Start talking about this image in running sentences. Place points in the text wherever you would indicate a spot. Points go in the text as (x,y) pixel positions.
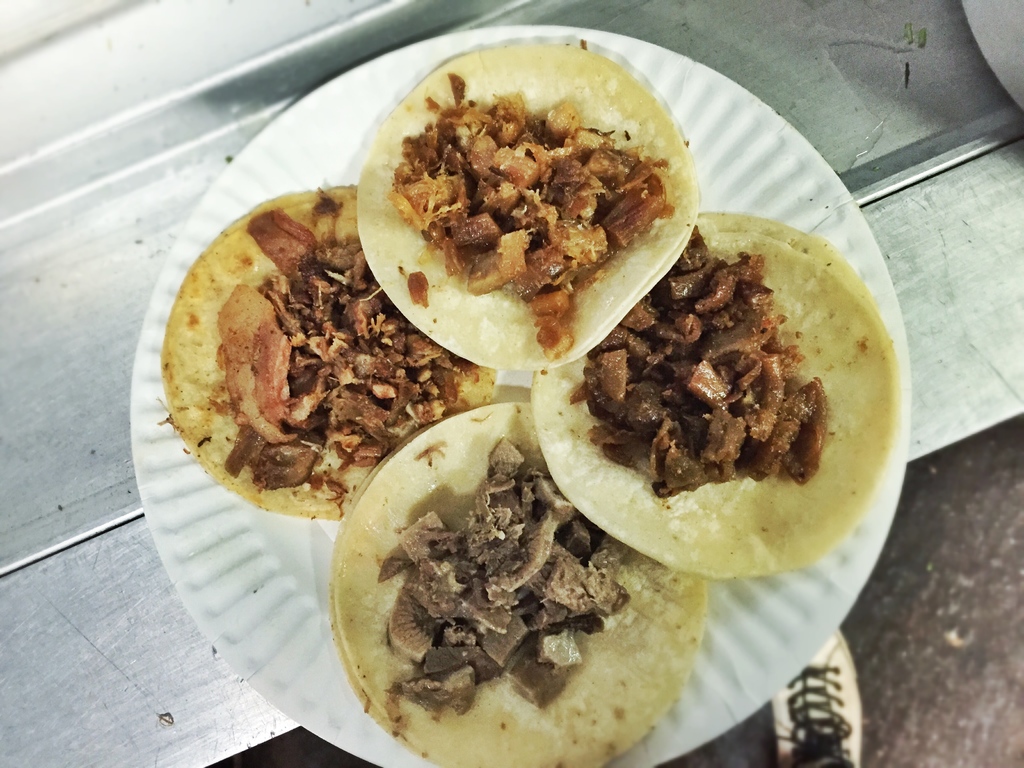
In the center of the image (498,369), we can see food items (537,364) on the plate (527,372), which are placed on the table (877,196) and at the bottom (847,687), there is shoe (853,673) and floor (971,629).
